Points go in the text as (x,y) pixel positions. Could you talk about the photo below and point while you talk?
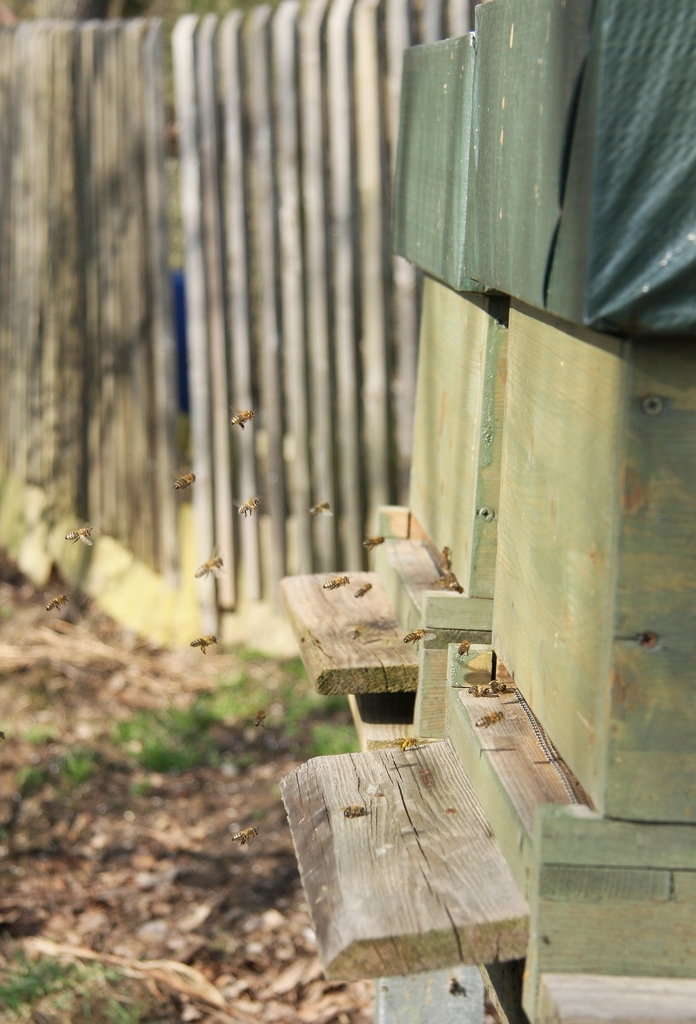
In this image we can see honey bees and wooden blocks (467,754). In the background (295,358) we can see fencing (196,367) and grass (205,721).
